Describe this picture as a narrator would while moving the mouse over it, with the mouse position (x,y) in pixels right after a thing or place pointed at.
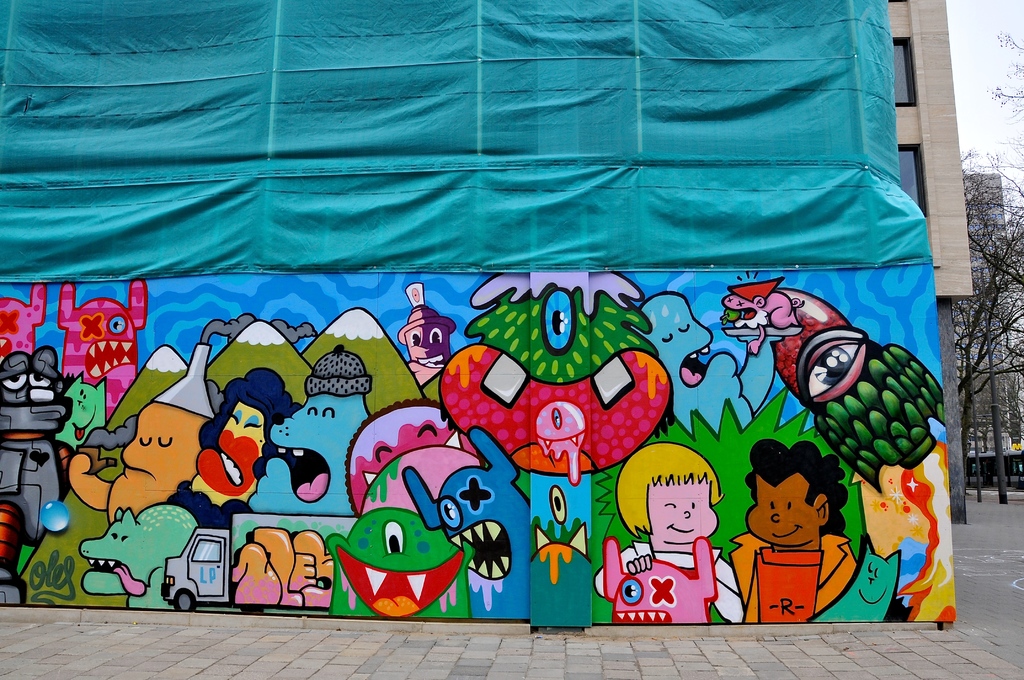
In this image we can see a wall (645,581) with some pictures (716,601) on it. We can also see a building (941,273) with windows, a cloth (628,233), some trees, a pole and the sky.
